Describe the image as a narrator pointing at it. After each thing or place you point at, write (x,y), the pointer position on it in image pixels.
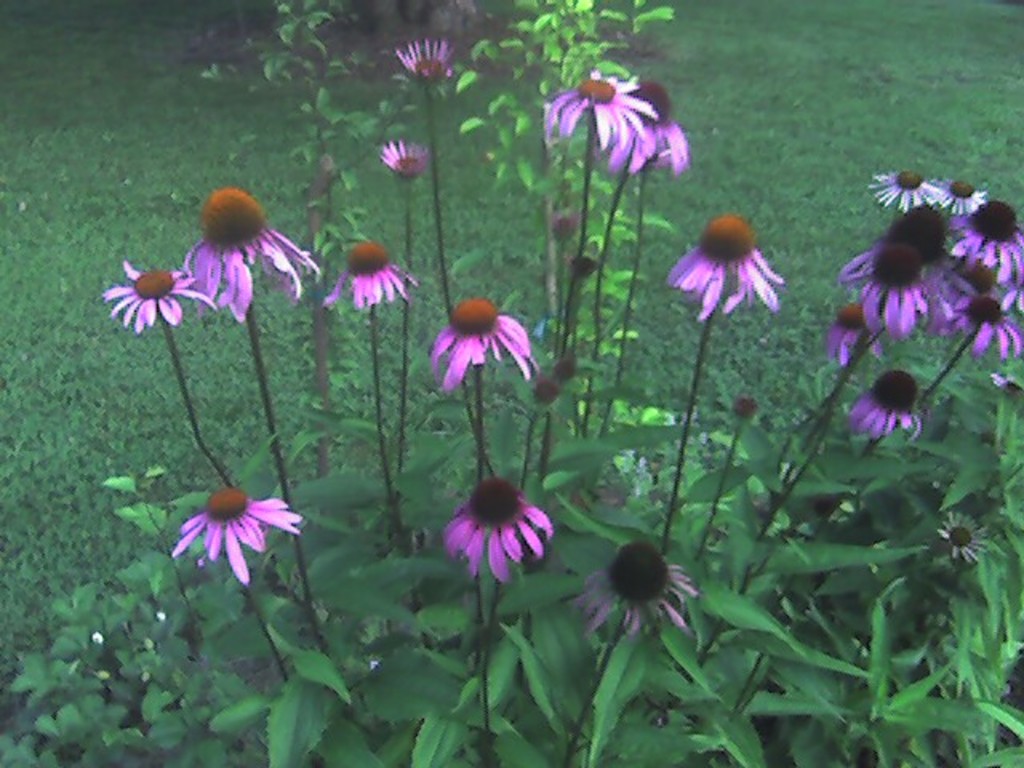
In this picture I can see few plants (818,447) and few pink color flowers (636,149) in front (886,301). In the background (532,129) I can see the grass (136,118).
